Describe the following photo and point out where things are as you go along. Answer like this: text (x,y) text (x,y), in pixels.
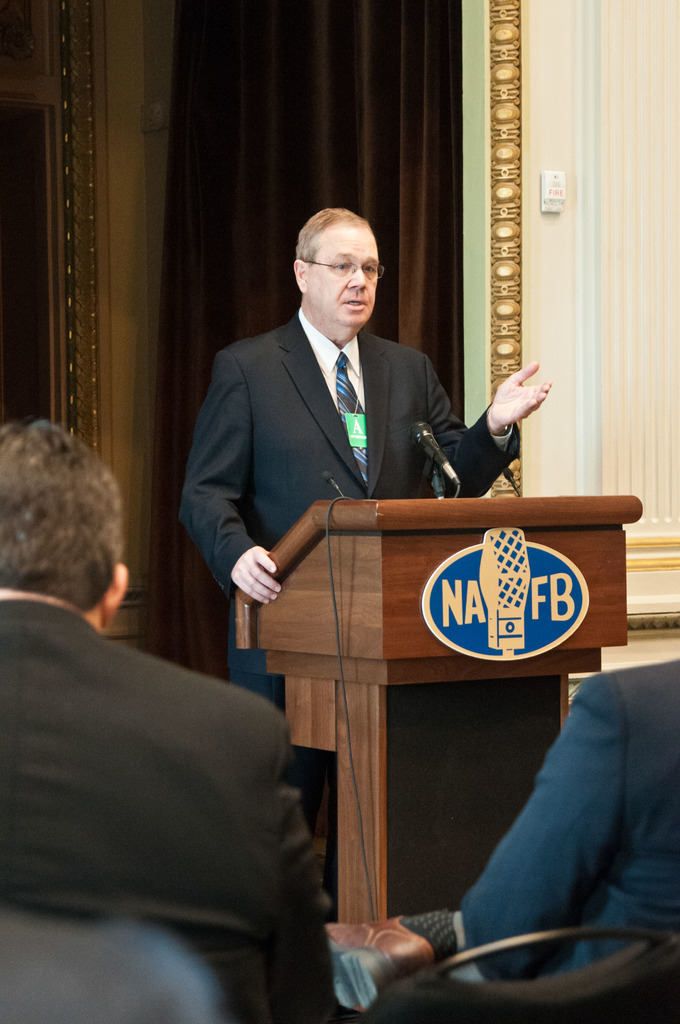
In this image we can see a man (325,416) is standing in front of a mike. Here we can see a podium (381,673) and two persons (43,517) are sitting on the chairs (648,1004). In the background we can see wall (564,452) and a curtain (277,59).
